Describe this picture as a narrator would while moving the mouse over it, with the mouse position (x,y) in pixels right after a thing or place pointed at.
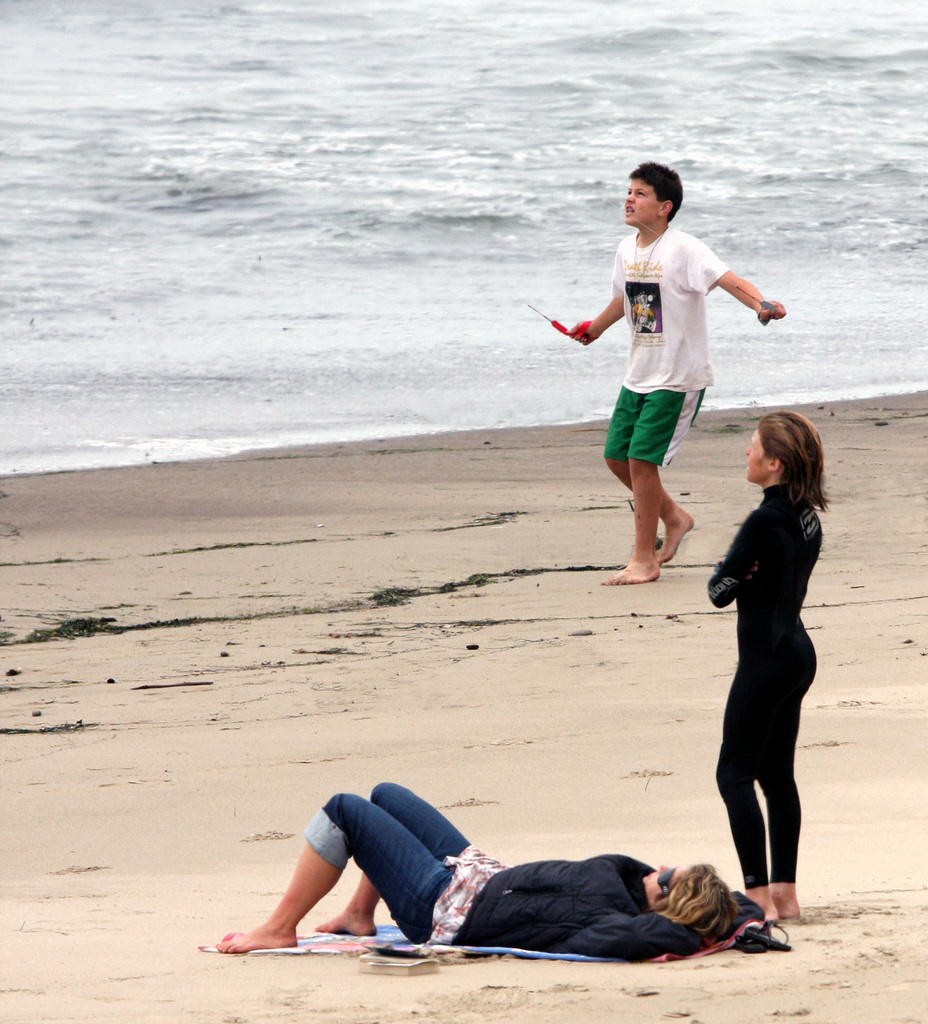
This image is taken at the beach (303,482). In this image we can see the people (675,413), sand (699,417) and also the water (499,242).
